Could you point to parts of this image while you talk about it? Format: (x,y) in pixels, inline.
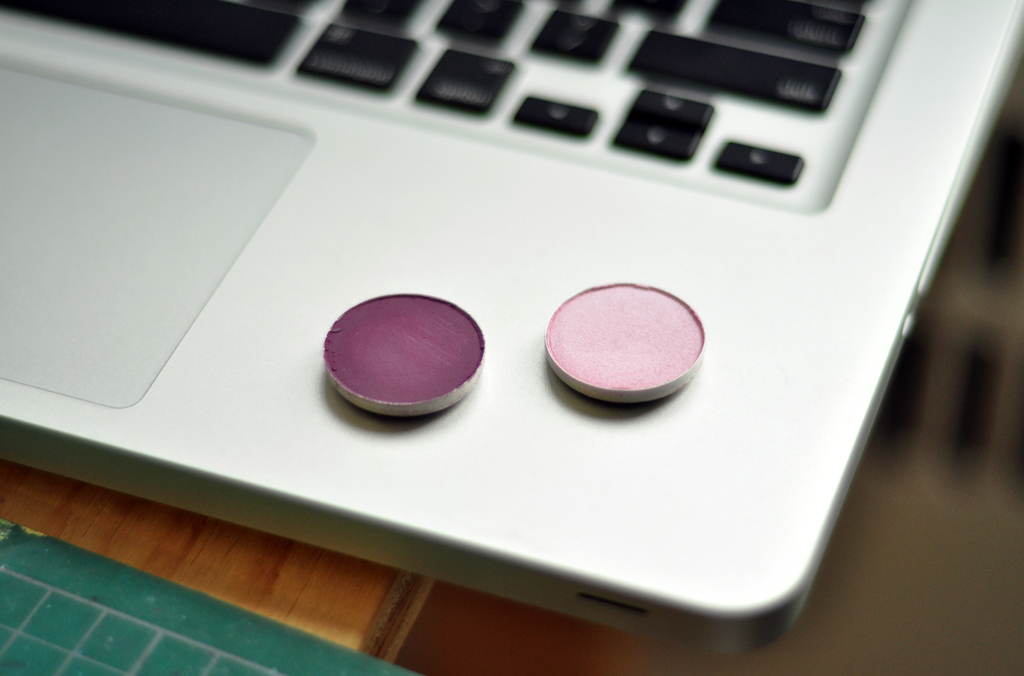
In this image there is a laptop (740,248) towards the top of the image (426,91), there are objects (387,336) on the laptop (489,339), there is a wooden object (208,555) that looks like a table (238,543), there is an object (180,632) on the table (330,588) towards the bottom of the image (161,628), the right side of the image (940,399) is blurred.
